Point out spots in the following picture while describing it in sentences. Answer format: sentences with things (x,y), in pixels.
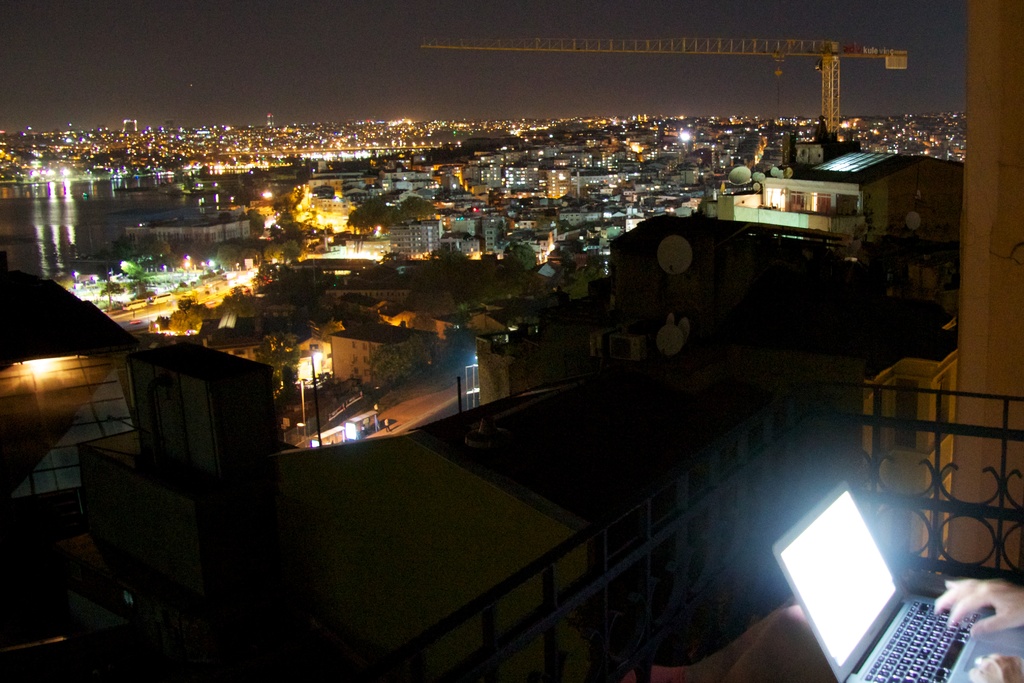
In this picture I can see a person (657,670) on the right bottom corner of this picture (962,590) and I see a laptop (882,590) on the lap (778,642) and I can see the railing (1004,430). In the background (299,503) I can see number of buildings (343,180), few tree (162,247) and the lights (377,131). On the left side of this picture (65,204) I can see the water (97,210). On the top of this picture (437,69) I can see the sky (369,87).
